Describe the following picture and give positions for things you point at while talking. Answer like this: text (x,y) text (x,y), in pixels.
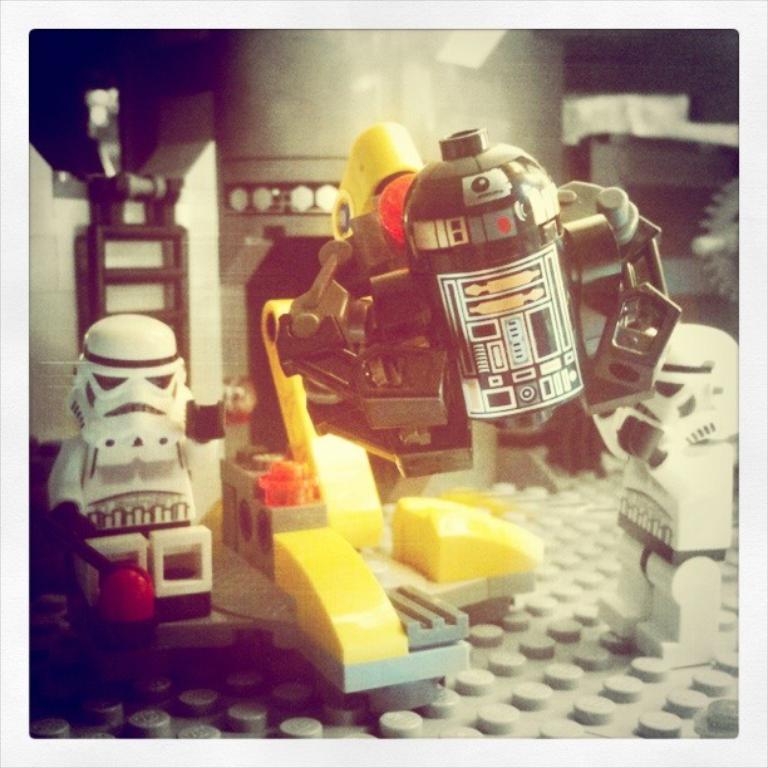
This image consists of a miniature (345,294). In which there are toys (186,423) in different colors. They look like Star Wars figures (487,235).
